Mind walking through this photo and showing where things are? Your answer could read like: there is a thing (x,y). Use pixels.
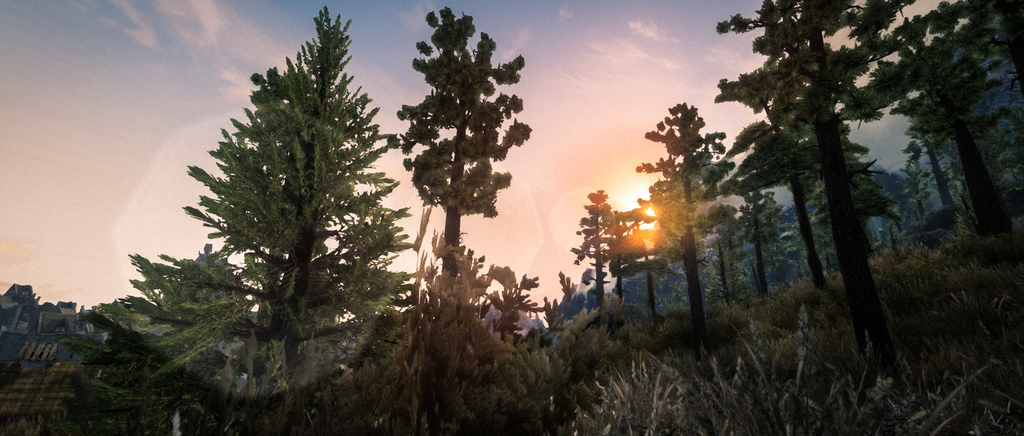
In the center of the image (343,181) there are trees (245,271). At the top of the image (351,31) there is sky (284,39). There is sun (638,187).
